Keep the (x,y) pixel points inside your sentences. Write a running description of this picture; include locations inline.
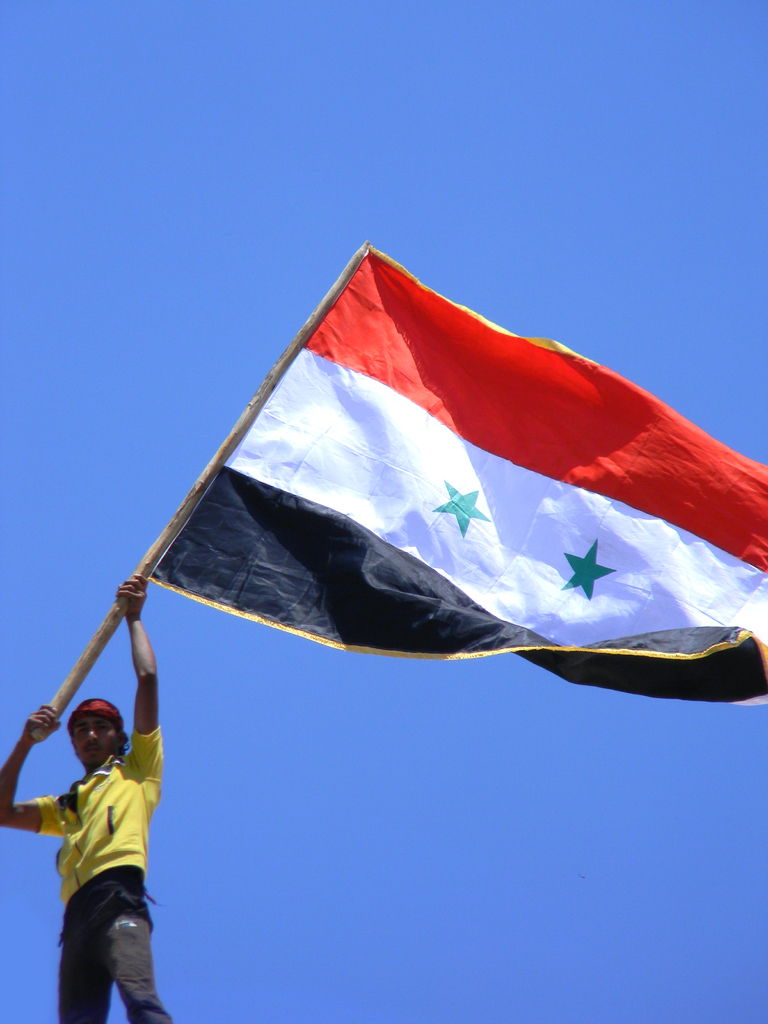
In the bottom left corner of the image (85,982) a man (123,589) is standing and holding a flag (588,493). Behind him there is sky (373,940).
